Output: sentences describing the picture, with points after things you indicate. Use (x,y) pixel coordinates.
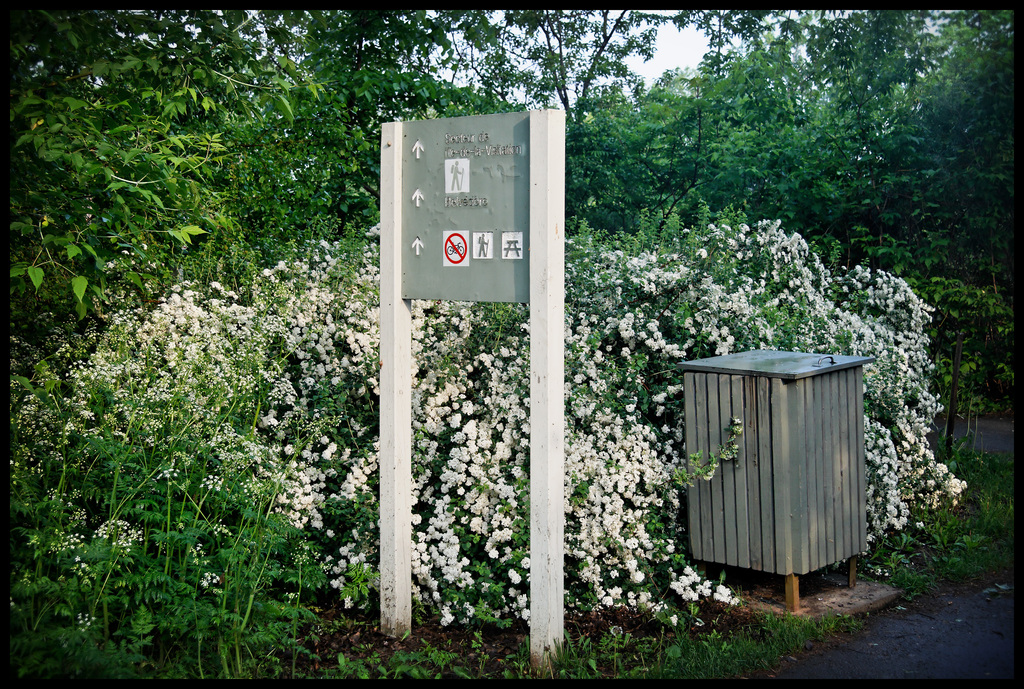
In this image we can see a board (447,216) with the text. Beside the board (498,295), we can see a wooden object (762,442). Behind the board (507,280), we can see a group of flowers (692,320) to the plants (274,436). In the background (41,101), we can see a group of trees (603,147). At the top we can see the sky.
